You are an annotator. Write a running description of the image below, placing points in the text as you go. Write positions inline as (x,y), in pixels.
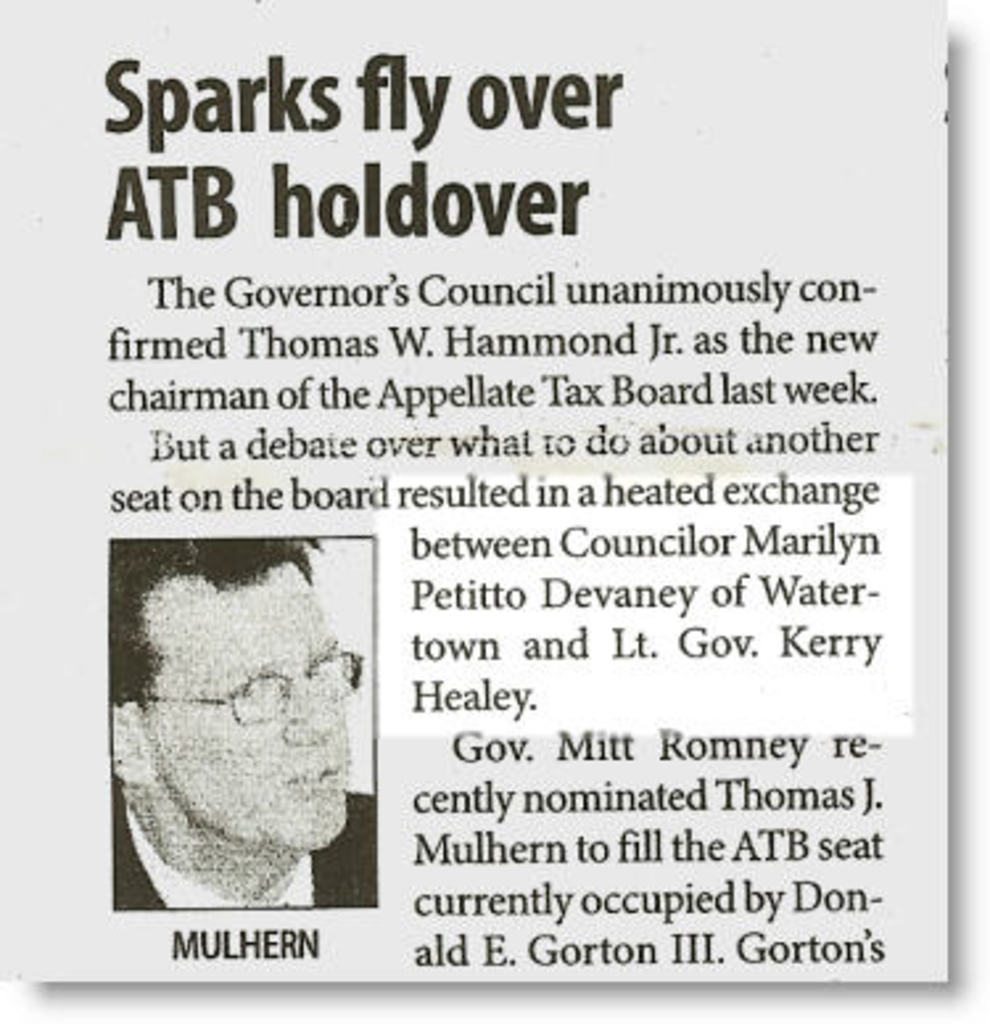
In this image, we can see a poster (452,394) with some text (603,112) and image (341,863).
